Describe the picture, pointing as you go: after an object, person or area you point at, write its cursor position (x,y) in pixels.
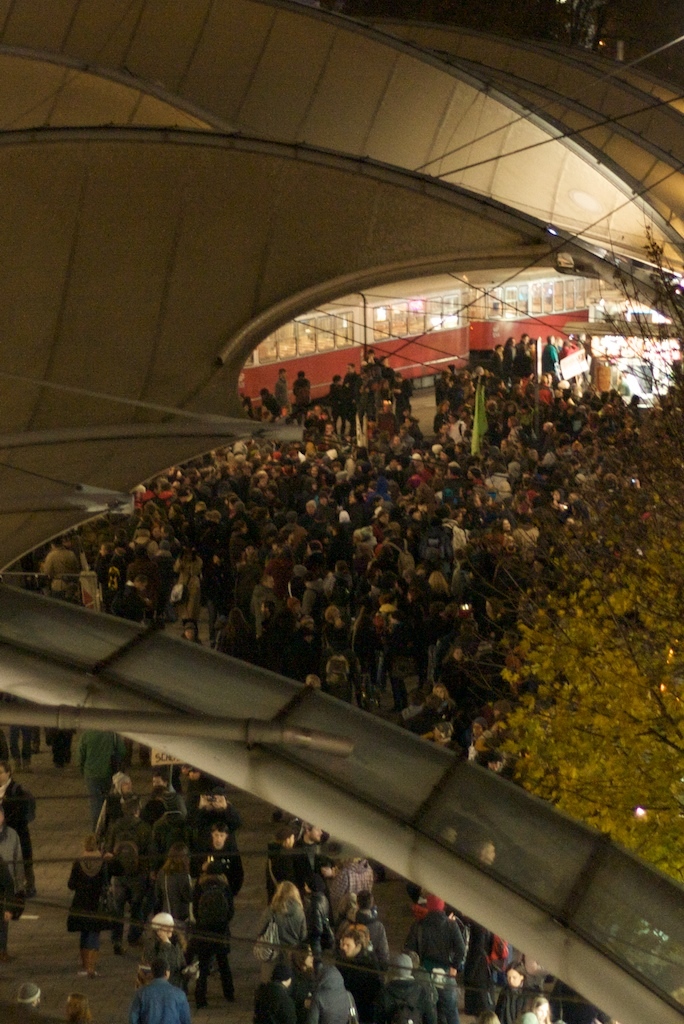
This image is clicked from a top view. There are many people (539,417) standing on the ground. At the top (266,205) there is a ceiling (271,171). To the right (605,694) there are leaves (631,667) of a plant (629,696). In foreground (311,761) there is a metal rod (302,755). There is a train (428,340) in the image.
